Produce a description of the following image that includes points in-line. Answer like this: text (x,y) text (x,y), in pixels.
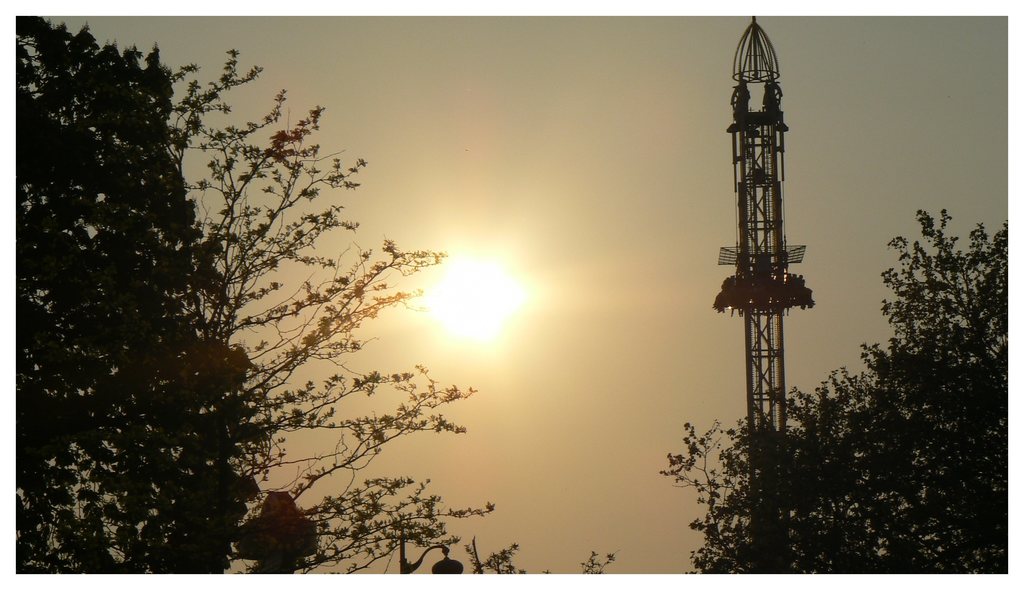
In the center of the image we can see a sun (462,306). In the background of the image (764,124) we can see trees (411,520), lights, poles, tower (767,391) are there. At the top of the image (474,117) there is a sky (463,93).
